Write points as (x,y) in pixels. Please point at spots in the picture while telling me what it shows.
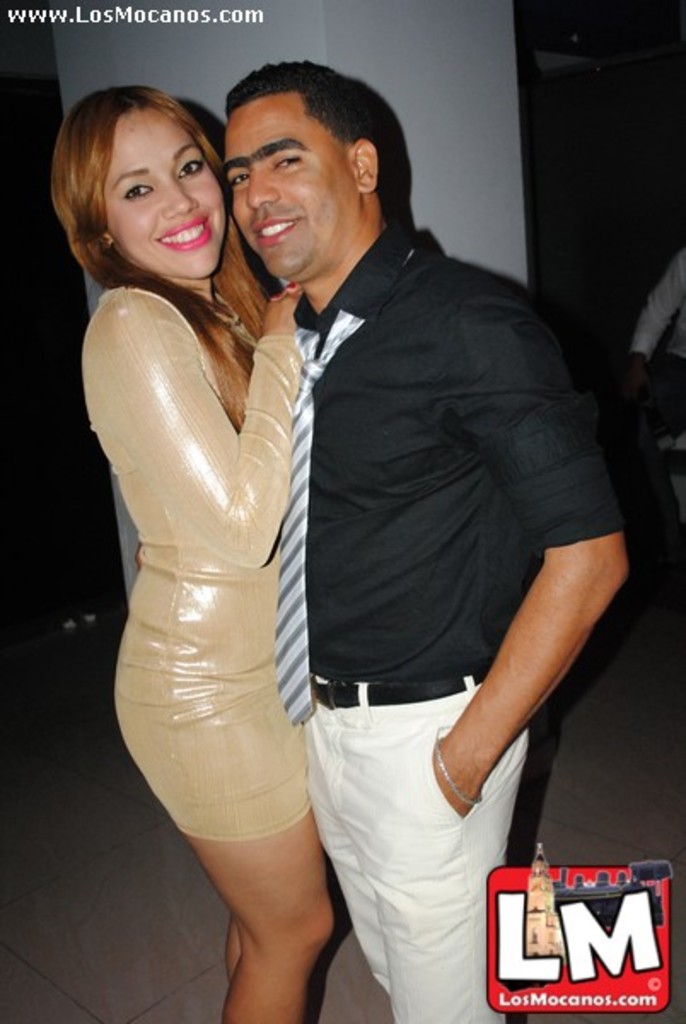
In this image I can see two people (538,696) are standing and wearing black, white and cream color dresses (347,594). Background (506,202) is in white and black color.
